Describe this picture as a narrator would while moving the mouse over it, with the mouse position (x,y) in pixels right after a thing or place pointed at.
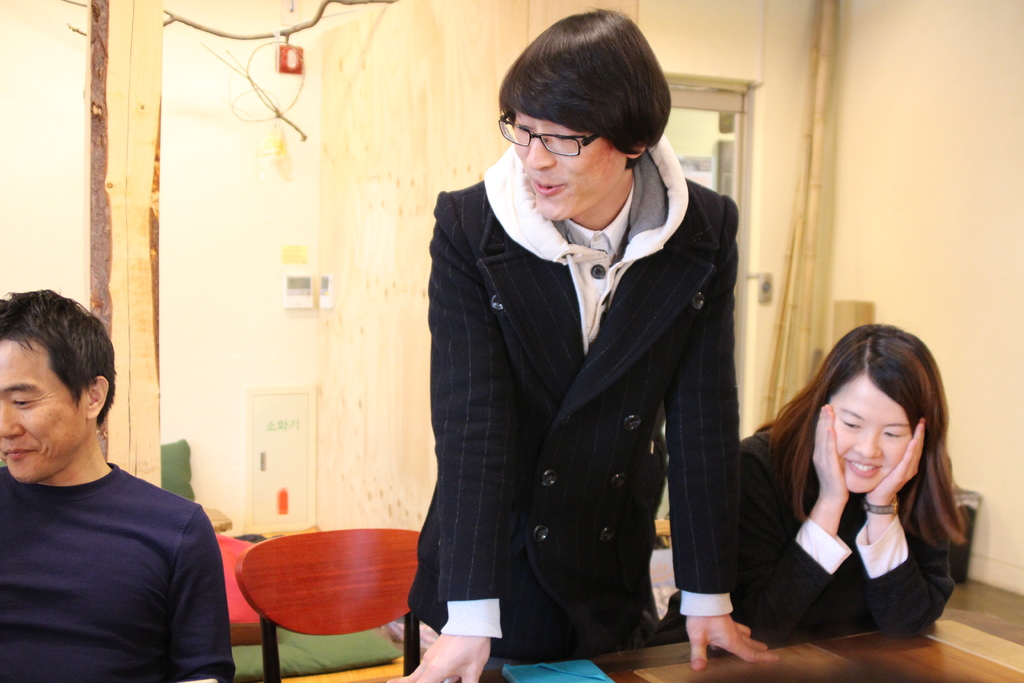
a person (515,466) is standing at the center (606,430). left and right to her people (870,466) are sitting. in front of them there is a table (820,646).
